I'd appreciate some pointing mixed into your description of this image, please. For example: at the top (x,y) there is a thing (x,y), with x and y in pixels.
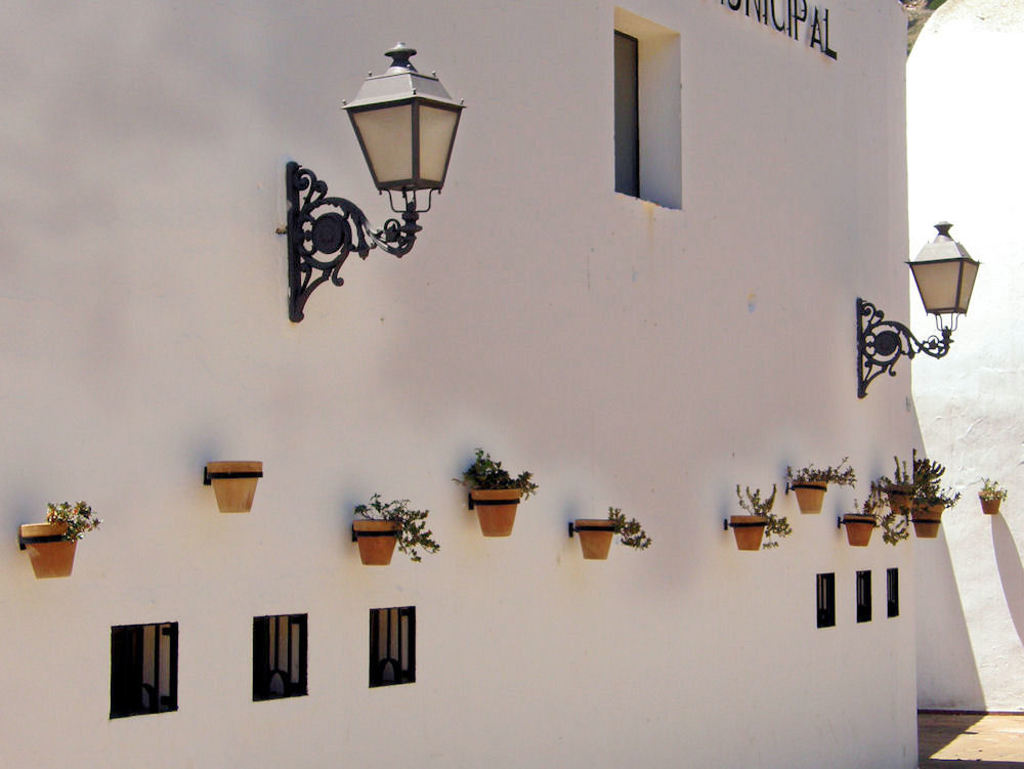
In this image, we can see wall (753,376), grills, window (649,70), few plants (889,530) with pots (72,550) and lights (935,282).
